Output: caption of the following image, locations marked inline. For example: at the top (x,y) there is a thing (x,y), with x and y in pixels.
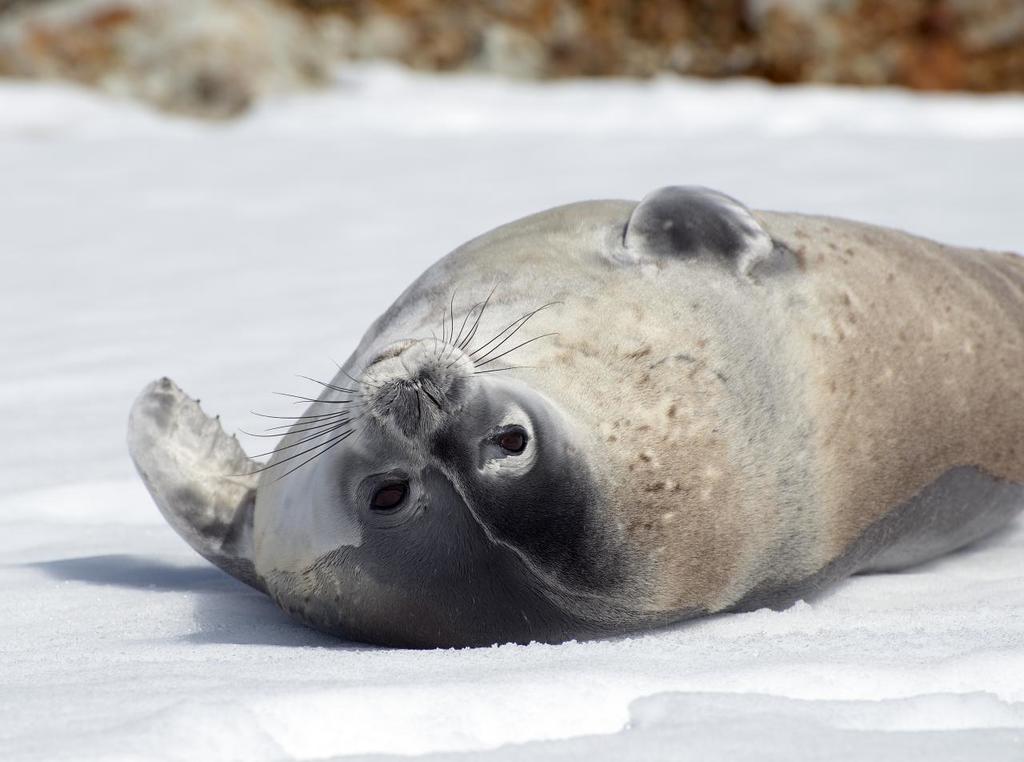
This image consists of a seal animal (713,397) which is on the floor (98,655) in the center (597,456) and there is snow (221,687) on the ground (324,708) and the background (737,51) is blurry.
